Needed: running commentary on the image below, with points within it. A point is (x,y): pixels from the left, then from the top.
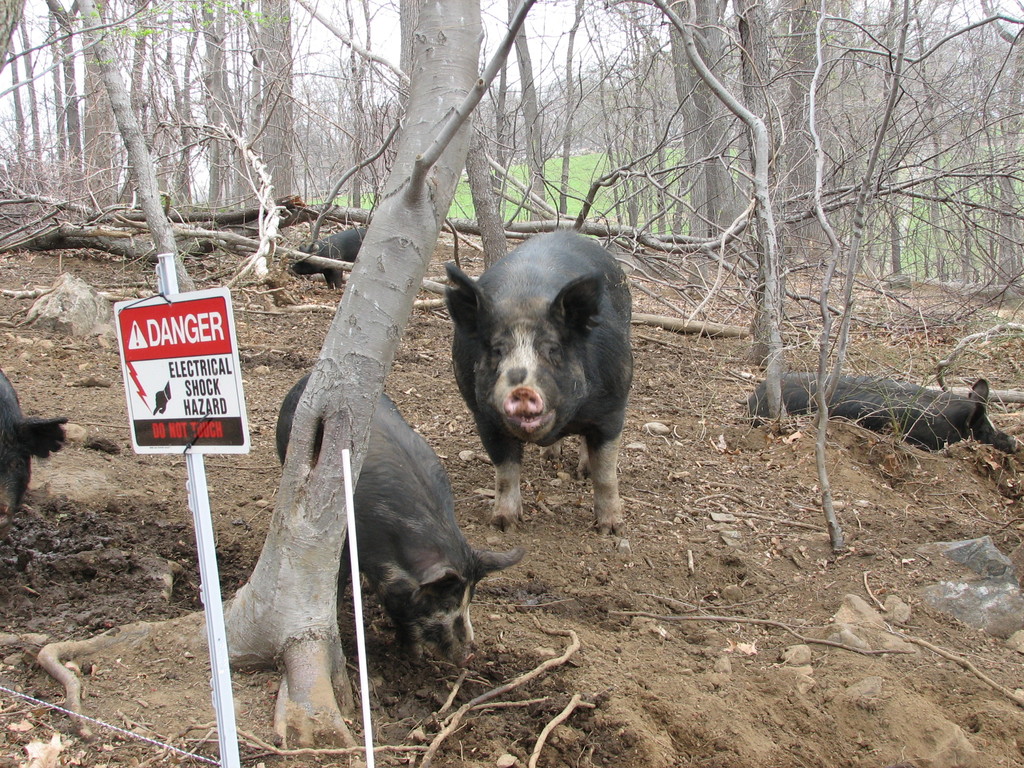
In the background (526,148) we can see the grass (585,185), tree trunks (703,127). In this picture we can see pigs (406,587). On the left side of the picture (215,611) we can see a caution board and a pole (204,571).
